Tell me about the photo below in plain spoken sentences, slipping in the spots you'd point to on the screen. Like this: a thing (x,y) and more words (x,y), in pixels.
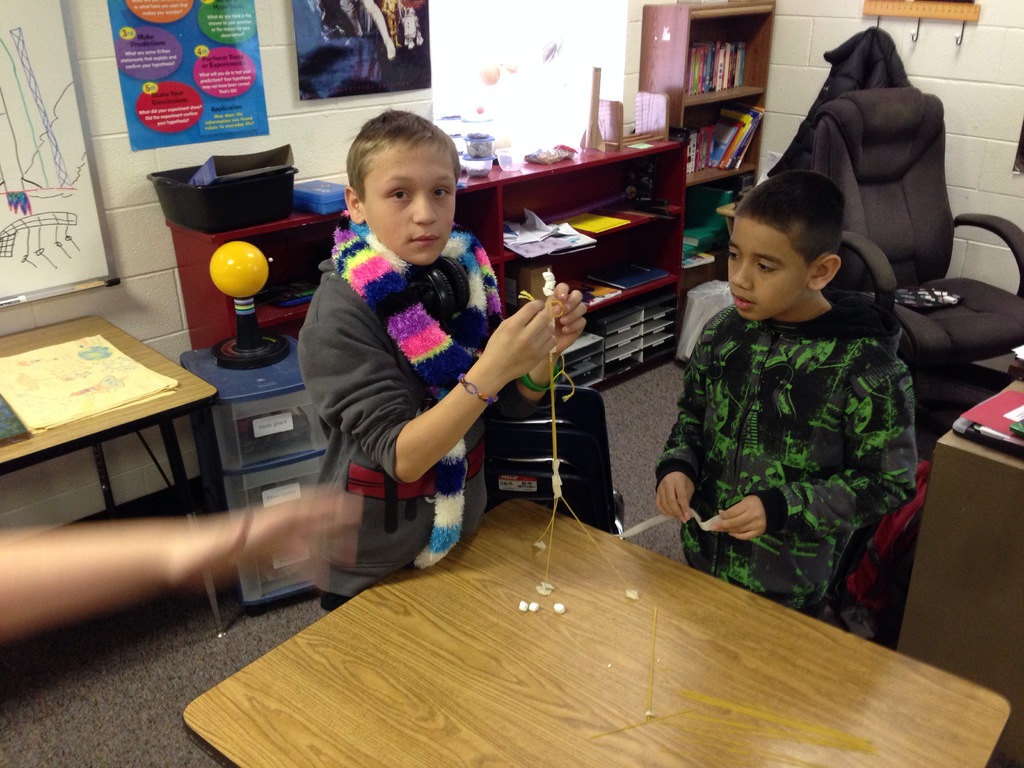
In this image i can see two boys (735,349) standing one holding a stand (560,372) on a table (555,522) at the background (847,163) i can see a chair (827,158), few papers (531,231) and books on a cupboard (559,198), few papers (56,376) on a table (43,340), there are some banners (225,67) attached to a wall (323,110).
